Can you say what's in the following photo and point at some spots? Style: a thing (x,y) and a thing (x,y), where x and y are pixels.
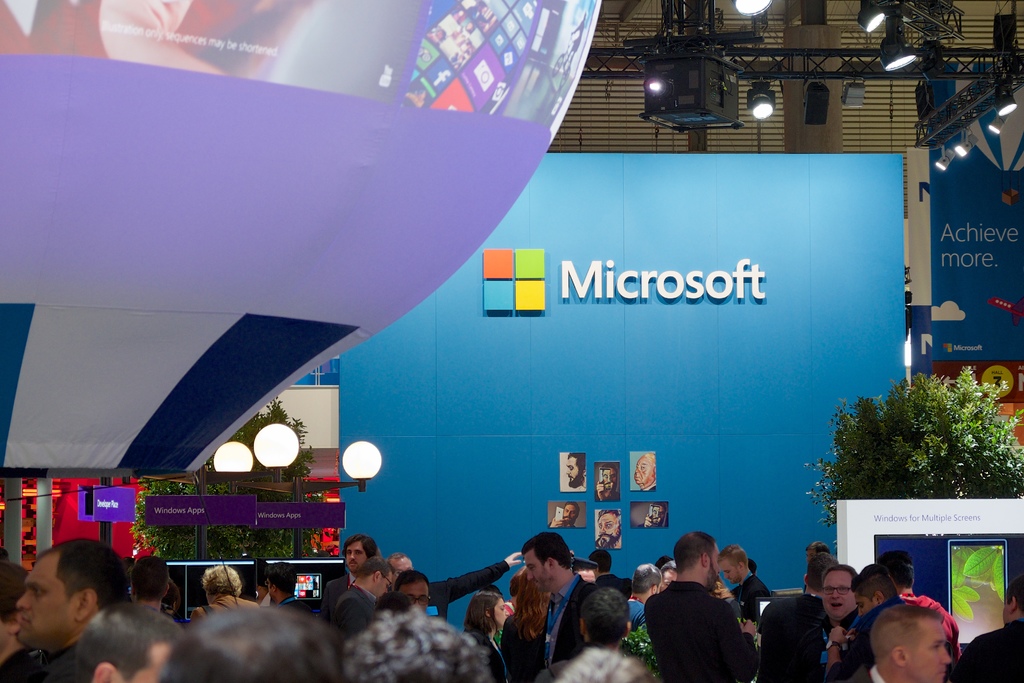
In this picture we can see a group of people (793,670), trees (181,557), lights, name boards (129,490), banners (522,452), photos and some objects (393,317).
